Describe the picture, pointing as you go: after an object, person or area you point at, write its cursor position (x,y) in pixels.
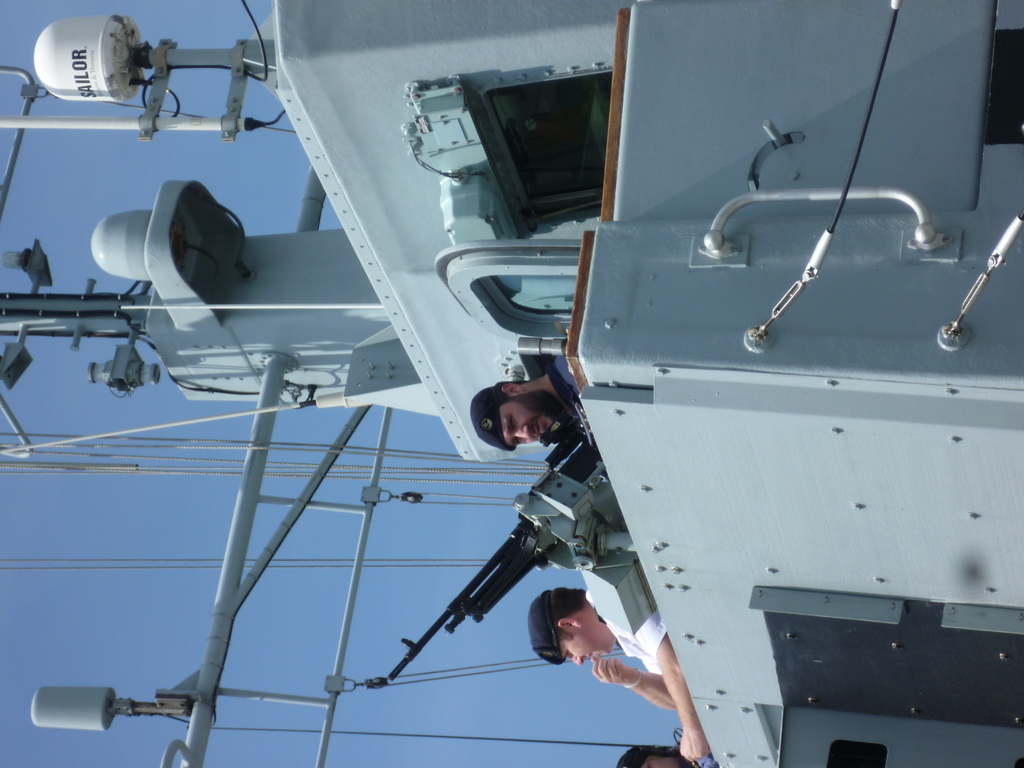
In this picture we can see a ship (749,658), there are three persons (528,414) and a gun (560,534) in the middle (547,483), on the left side (340,455) we can see wires (349,469), there is the sky (352,482) in the background (115,737).
